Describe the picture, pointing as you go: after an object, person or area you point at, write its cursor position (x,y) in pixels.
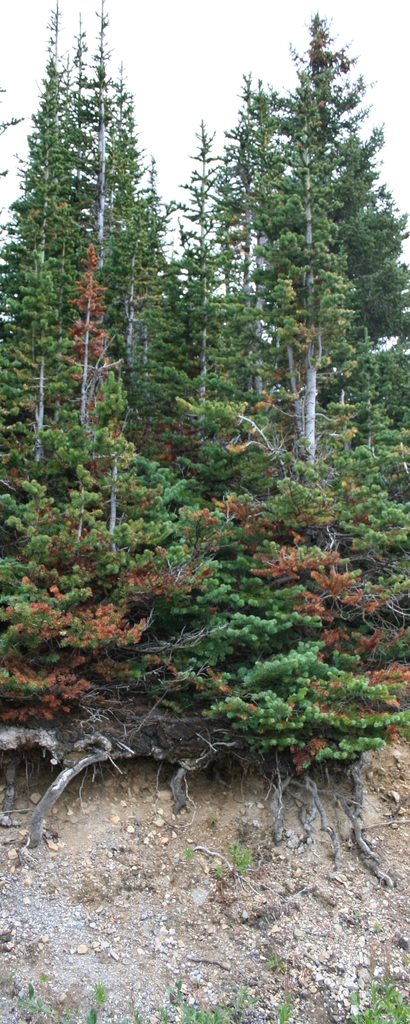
In this picture I can observe some trees (130,491) in the middle of the picture (199,632). In the background (185,75) there is sky (157,85).
